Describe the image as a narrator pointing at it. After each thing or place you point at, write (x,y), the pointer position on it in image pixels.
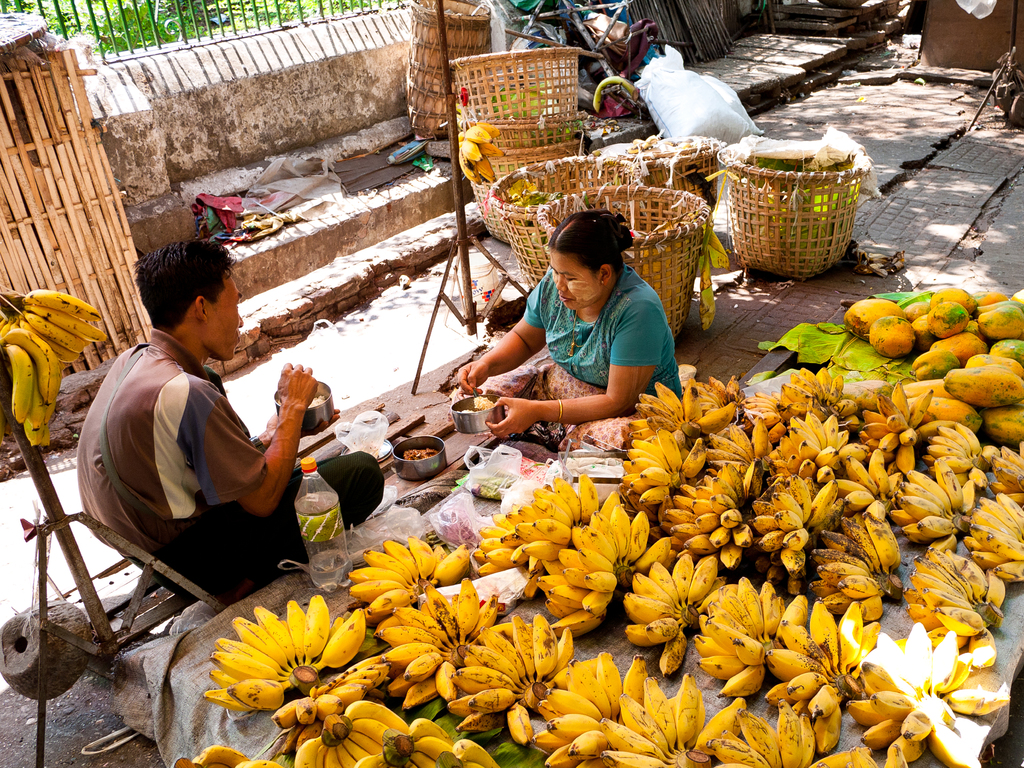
In the image, there are a lot of bananas (882,557) and papayas (931,354) are kept on the floor (616,661). Beside them a man (298,398) and woman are having food (418,454), behind them there are wooden baskets (538,165) and some other items (610,82).
